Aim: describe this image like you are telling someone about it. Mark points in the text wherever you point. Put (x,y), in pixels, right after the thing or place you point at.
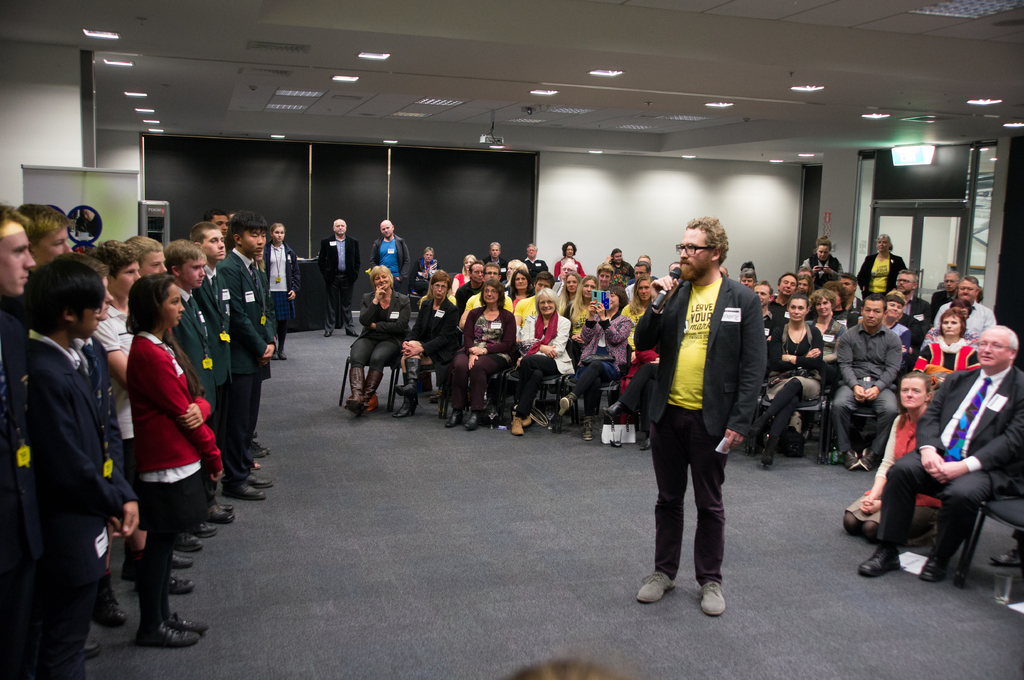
In this picture there is a person (678,410) wearing suit (655,392) is standing and holding a mic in his hand (657,294) and there are few people (242,344) standing in front of him and there are few other people (845,284) sitting behind him and there are few other objects (278,159) in the background (492,153).
